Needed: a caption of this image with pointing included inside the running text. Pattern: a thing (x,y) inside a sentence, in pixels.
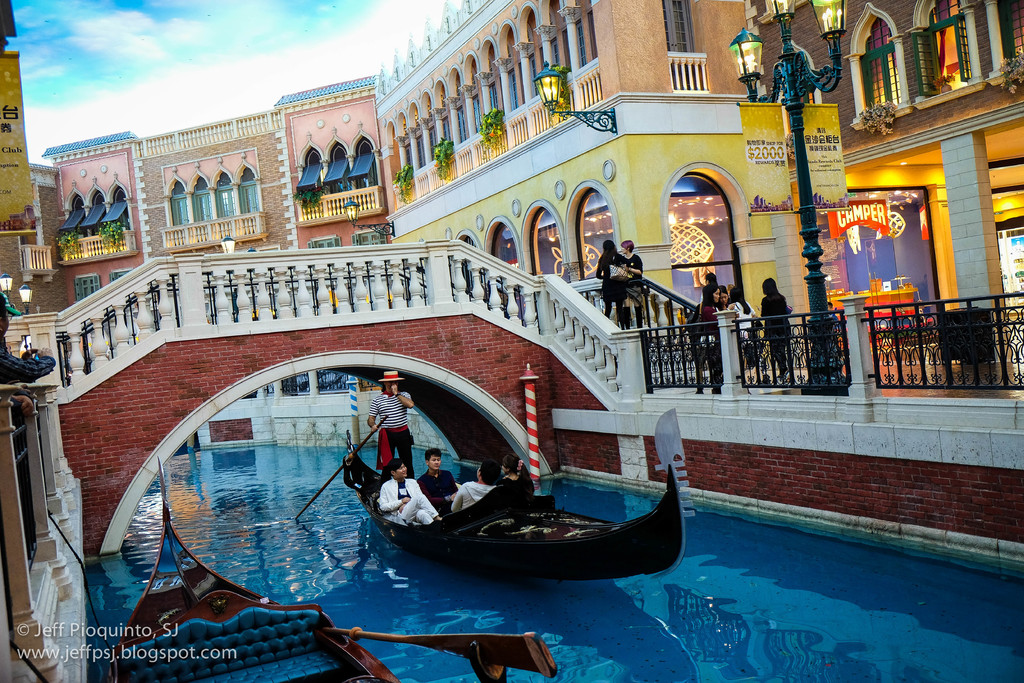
This is the outside view of a beautiful building (957,105). Here we can observe one boat (613,535) and four persons (513,455) are sitting on the boat (480,510) and one person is standing and riding the boat (636,565). And this is the water (911,652). This is the bridge (307,258). We can observe people (775,300) standing here. And on the background (118,12) there is sky (201,5) and it is having heavy clouds (199,66). And this is the pole (807,202) having lights (742,60). Even we can observe the plants (497,129) here.
